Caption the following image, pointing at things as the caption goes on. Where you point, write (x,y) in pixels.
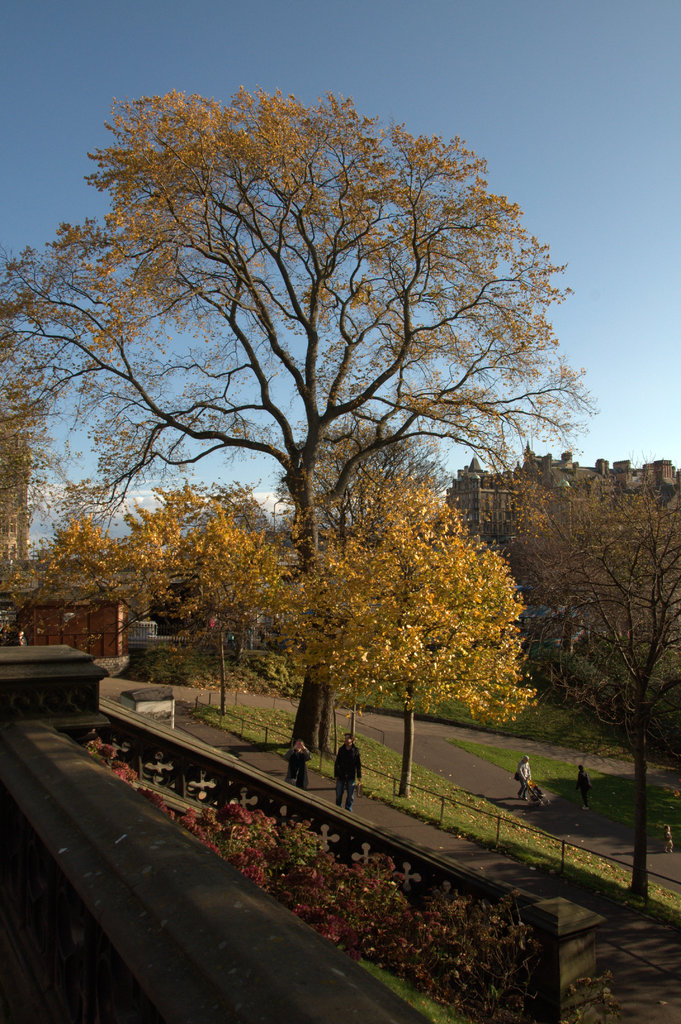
In the picture we can see a road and two persons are walking on it and besides and in the background (671,651), we can see some trees (662,651) on the grass surface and behind it we can see some buildings (671,479) and sky (34,132).
